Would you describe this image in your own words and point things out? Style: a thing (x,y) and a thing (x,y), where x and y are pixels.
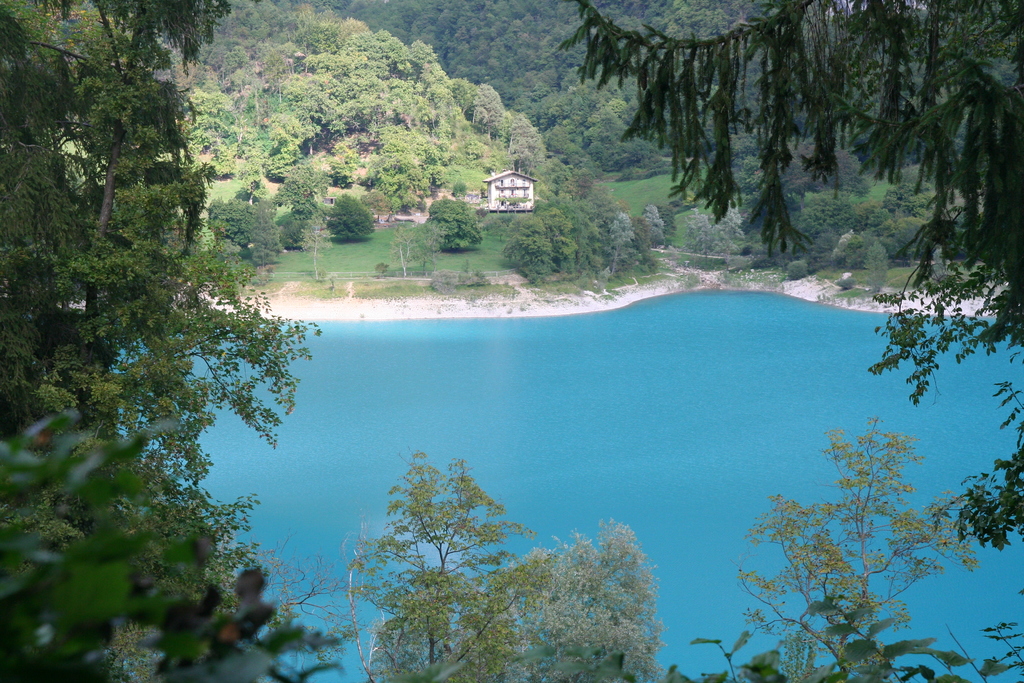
In this image we can see some trees (973,252) and we can see the water (707,451) and there is a house (529,209) in the background (523,197).
